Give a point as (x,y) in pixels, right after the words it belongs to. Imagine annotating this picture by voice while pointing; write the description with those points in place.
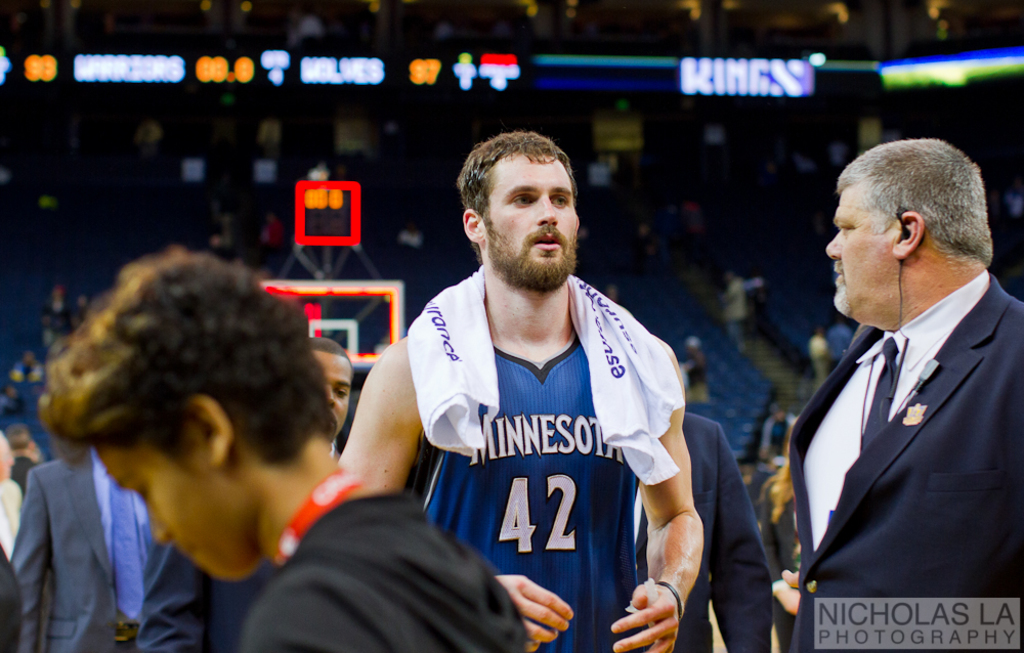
This image is taken in a stadium (204,239). At the bottom of the image (38,597) a few people (391,361) are standing on the floor (716,630). On the right side of the image (861,220) a man (861,220) is standing on the floor (776,636). In the background (772,323) a few people (58,298) are sitting on the chairs (73,267) and there are many empty chairs (603,255). There are a few boards (315,192) with text (765,72) on them.
